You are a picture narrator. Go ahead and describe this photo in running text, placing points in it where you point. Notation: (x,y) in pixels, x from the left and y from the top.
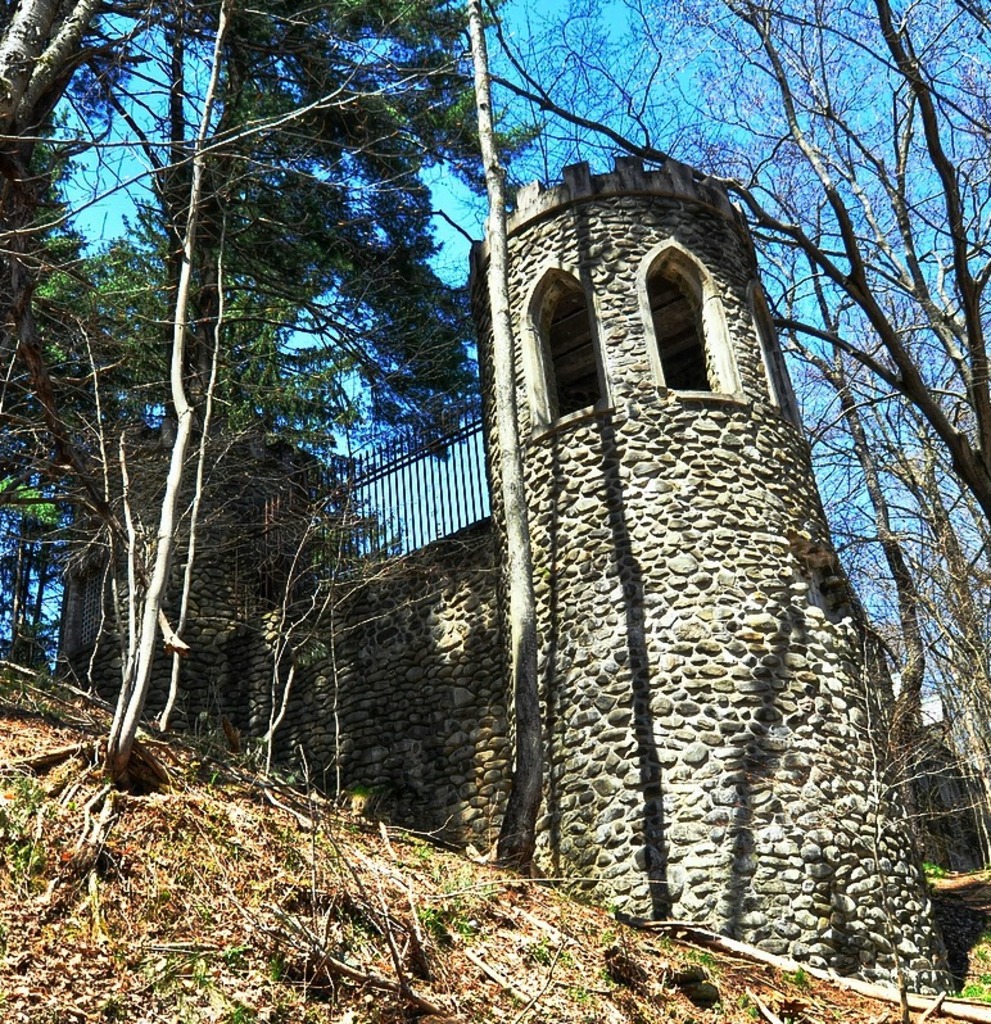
In this image there are trees (55,372), buildings (226,556). At the bottom of the image (290,879) there are dried leaves (290,879) on the surface (520,960). At the top of the image (561,24) there is sky (619,17).
